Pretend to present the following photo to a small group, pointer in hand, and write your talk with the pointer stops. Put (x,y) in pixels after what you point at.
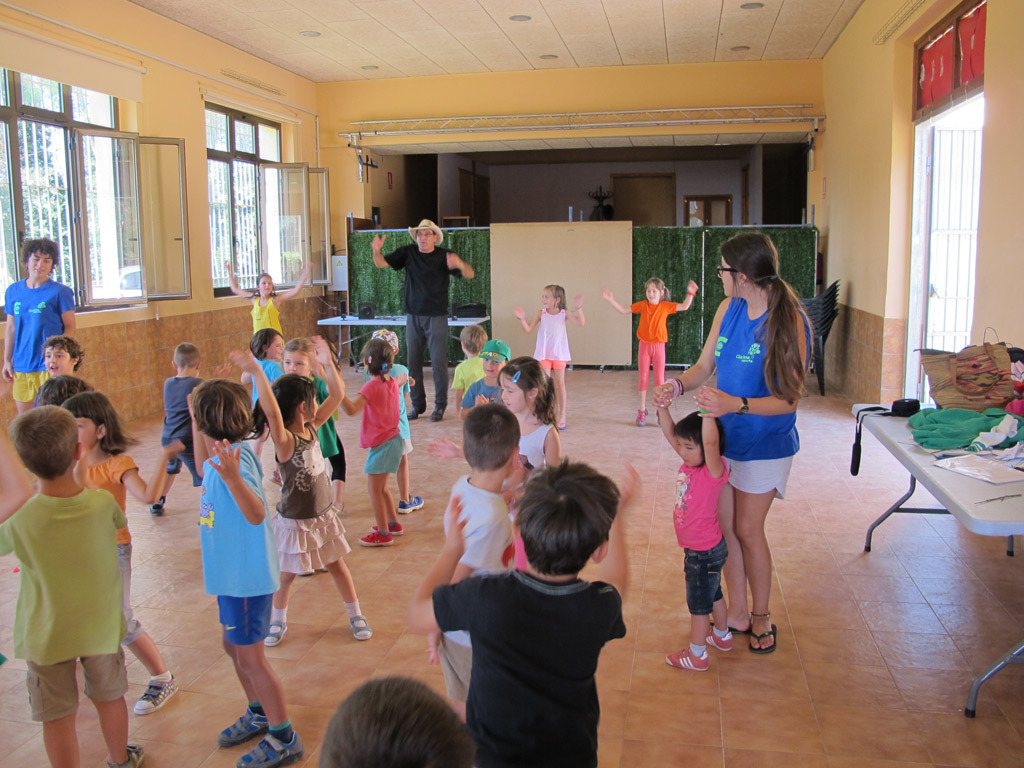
In the foreground of this image (536,372), there are kids (597,569) standing and also two men (49,286) and a woman (722,346). On the right (979,438) there are few objects (979,438) on a table (962,497). On the left (186,280), there are windows (151,224). On the top (405,28), there is the ceiling (540,25). In the background (660,252), there are curtains (660,252), a table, chairs (837,314) and the wall (749,87).
